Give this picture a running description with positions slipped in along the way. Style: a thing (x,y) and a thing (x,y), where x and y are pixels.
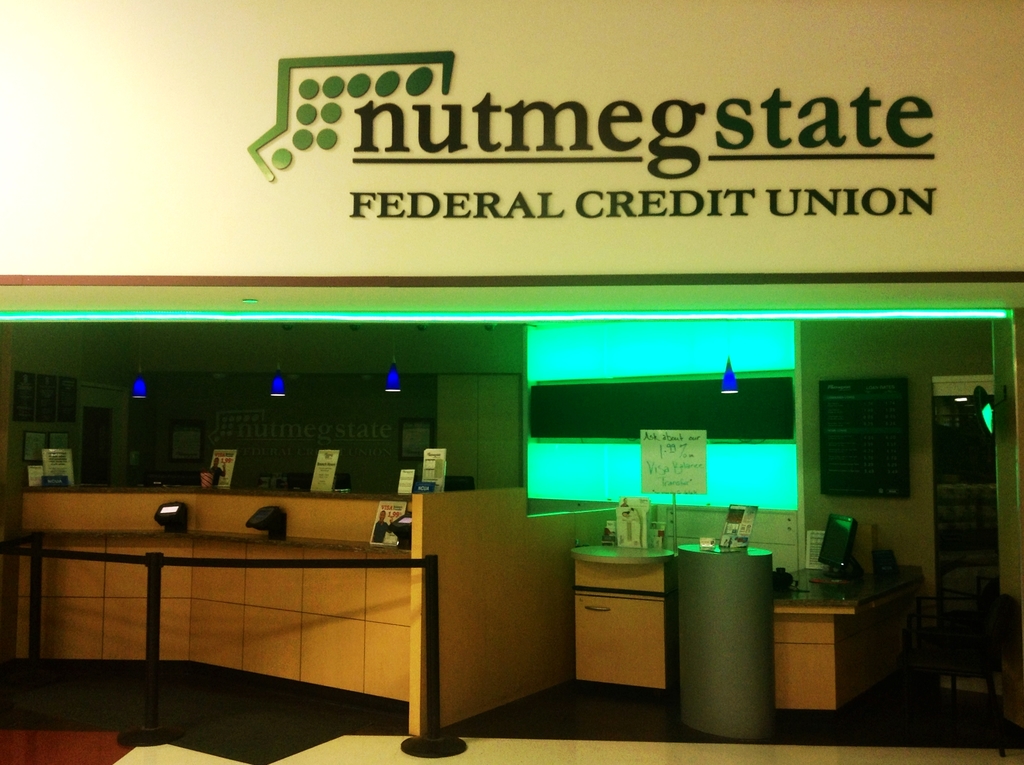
In this image there are boards (631,408), stanchions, monitor (838,563) and some objects (664,542) on the tables (756,584), chair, lights (904,317), television (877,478) and frames (877,434) attached to the wall (313,408).
